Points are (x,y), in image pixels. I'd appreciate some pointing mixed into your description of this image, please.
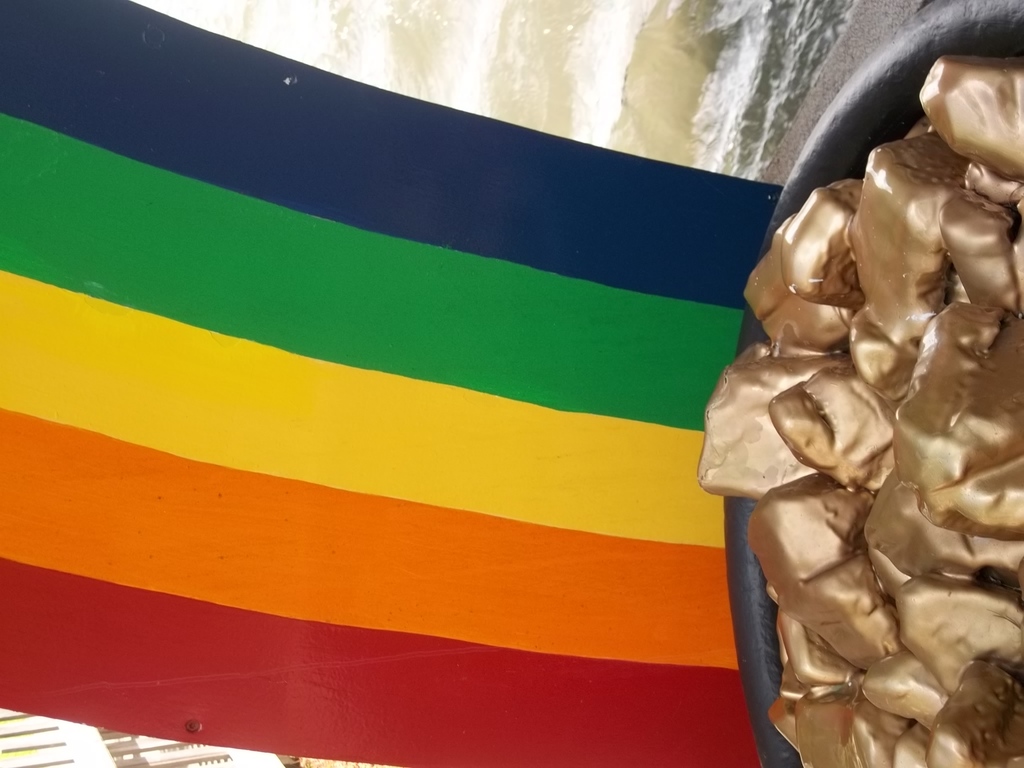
In this image, we can see a board (282,675) and we can see some objects (911,306).
